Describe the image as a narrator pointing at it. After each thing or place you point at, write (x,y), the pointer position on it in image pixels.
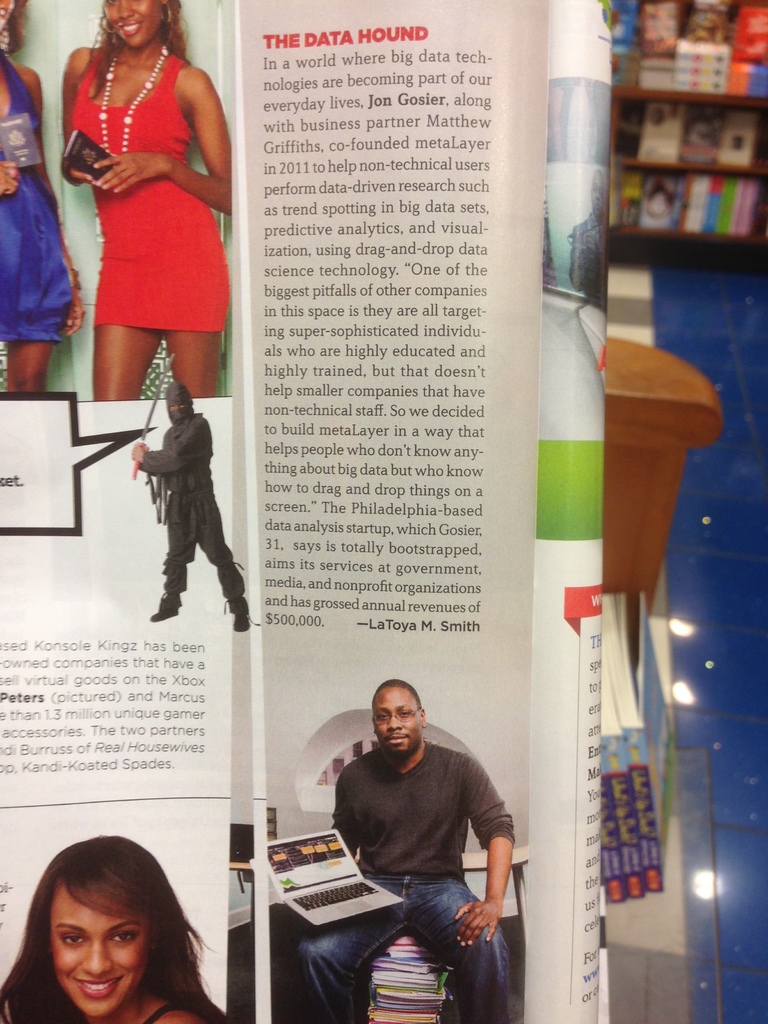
In the foreground of this image (397,573), there is a book (499,858) folded and in the background (619,768), there are books (661,857) on the glass (685,937), floor (685,604) and in the background (704,62), at the top (643,76), there are books (697,183) in the shelf (640,167).
